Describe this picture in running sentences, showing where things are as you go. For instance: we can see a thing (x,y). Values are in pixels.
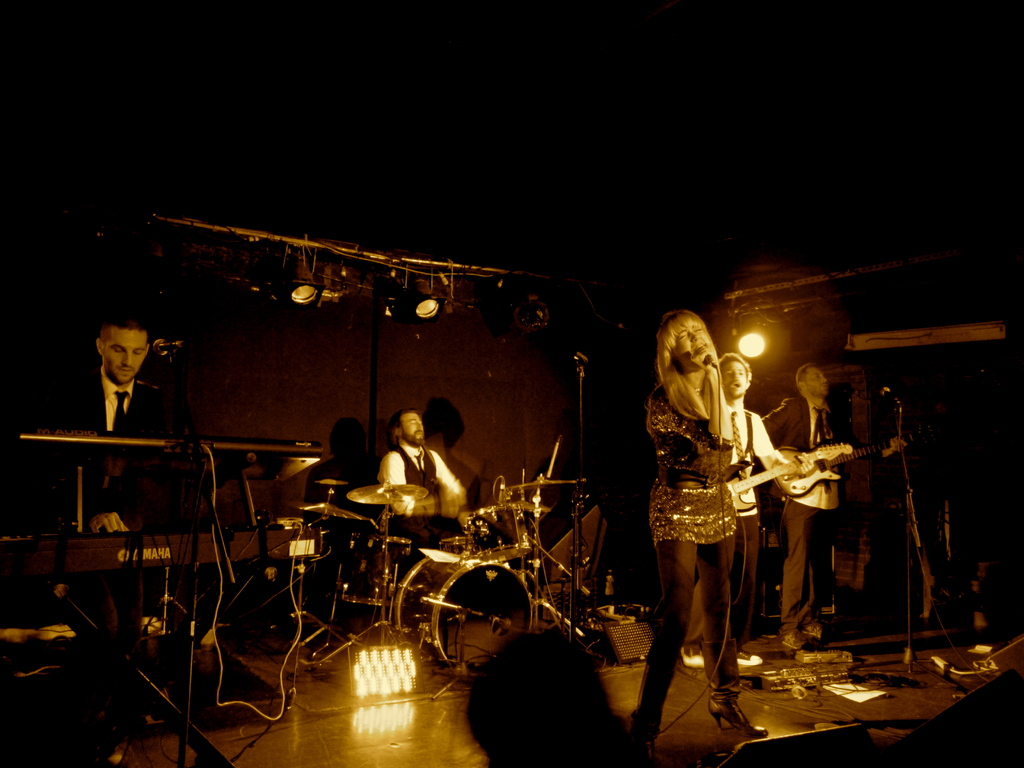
In this image I can see few people (740,362) are playing musical instruments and one person (680,344) is holding the mic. I can see few lights (351,674), wires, stands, papers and few objects (646,640) on the stage (418,697). The image is dark.
